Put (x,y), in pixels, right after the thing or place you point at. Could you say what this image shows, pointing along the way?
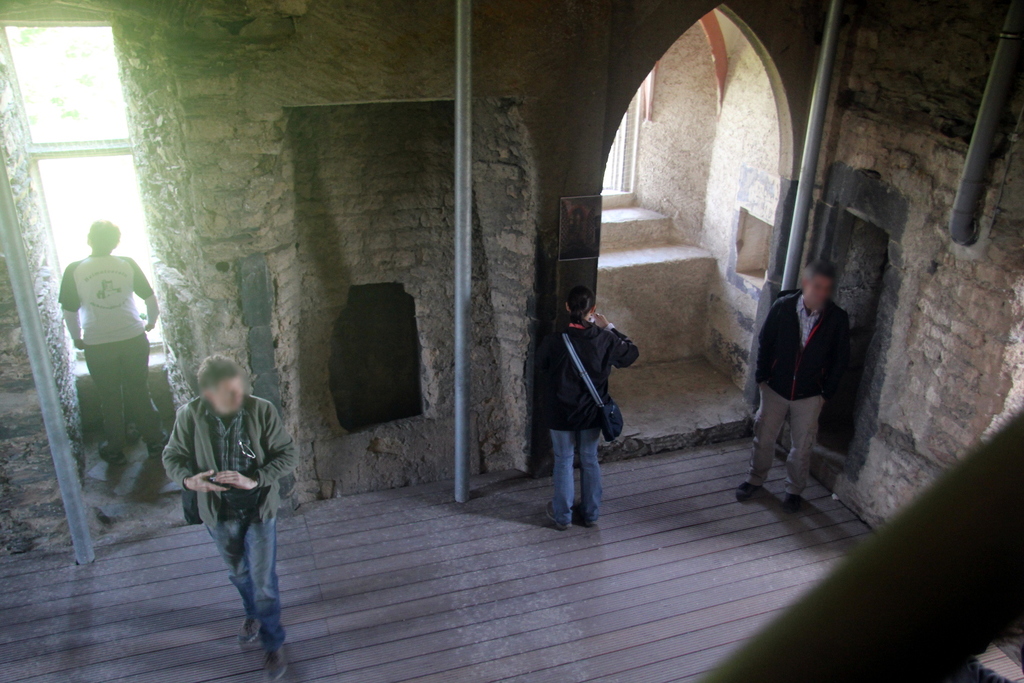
This picture is clicked inside a fort (625,574). There are few people (597,385) standing. There are poles (464,196) and pipelines (973,144). In the background (746,133) there are windows (617,133) and wall (240,152).
